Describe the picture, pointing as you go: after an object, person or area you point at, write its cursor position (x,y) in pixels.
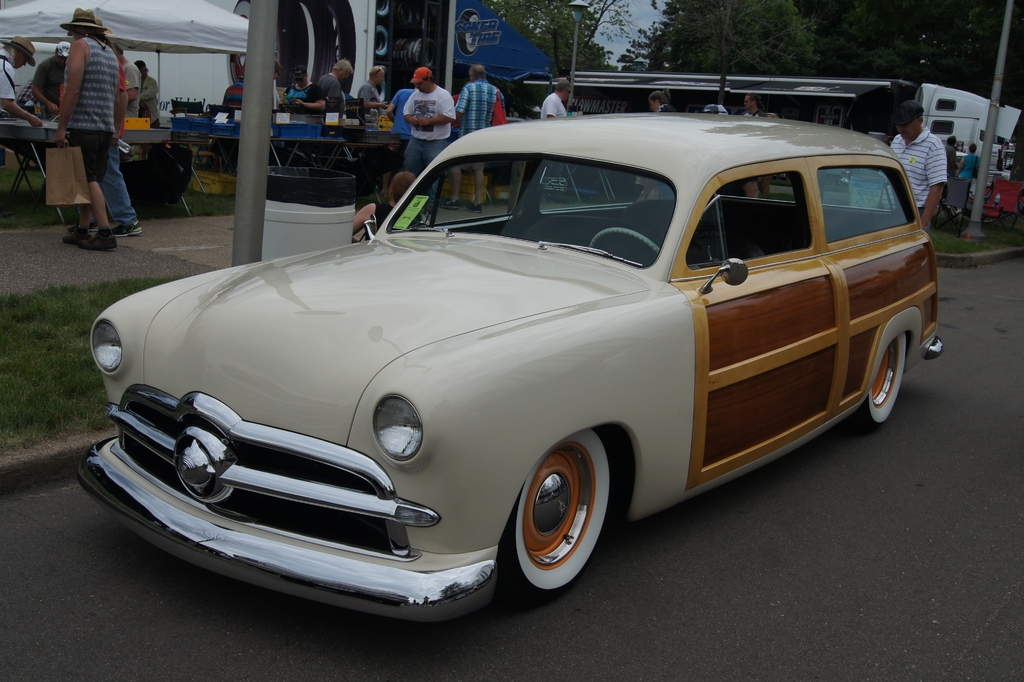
In this image there is a car (699,308) on road (768,520), in the background (290,154) there are food courts (293,126), people (561,96) are doing different activities, on the right side (745,17) there are trees (835,51).
